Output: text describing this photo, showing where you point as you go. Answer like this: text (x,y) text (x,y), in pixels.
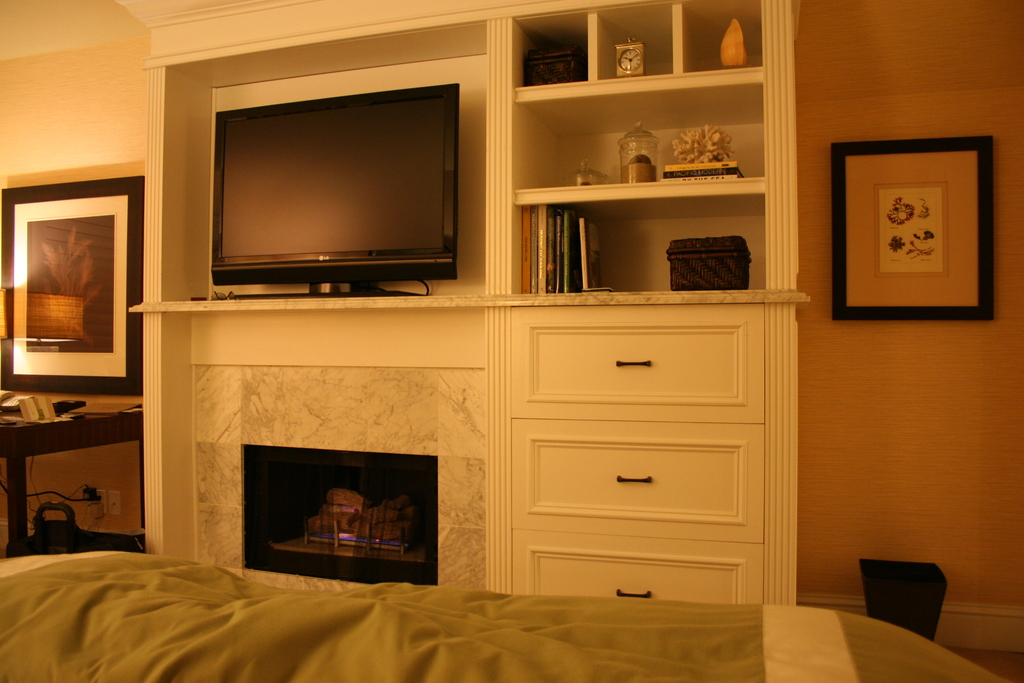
This image is clicked inside a room (343,315). There are photo frames (131,197) on the left side (117,302) and right side. In the middle (374,291) there is a TV (403,212). There are cupboard (564,454). In that cupboard (606,110) there is a clock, books (578,227), boxes (711,241). There is a bed (481,634) at the bottom (573,635).
